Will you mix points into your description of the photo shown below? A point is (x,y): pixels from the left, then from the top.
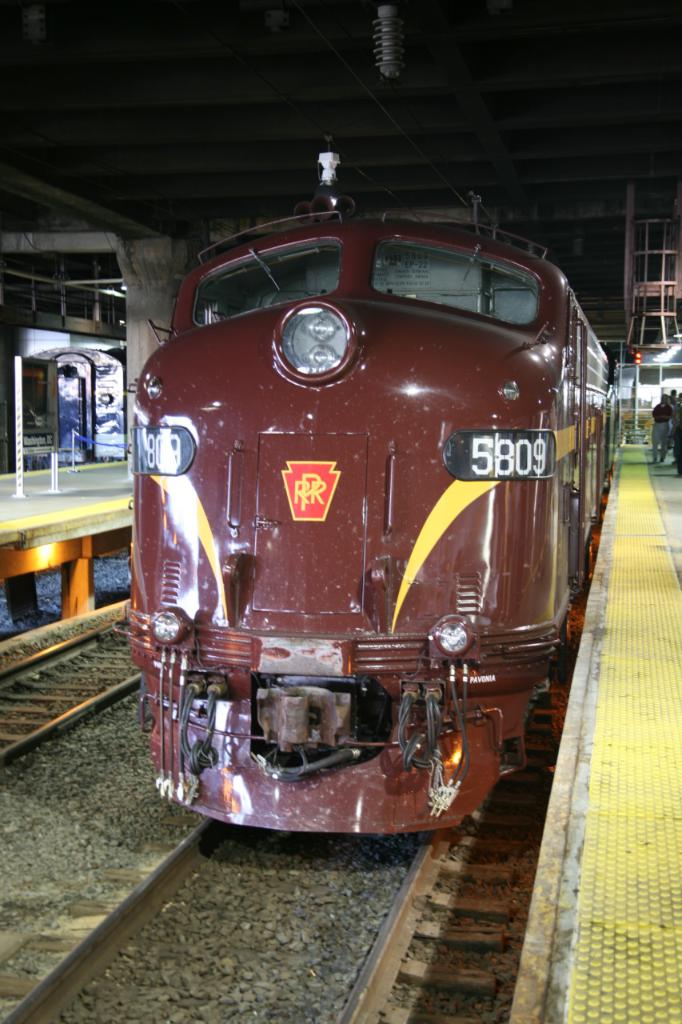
In this image in the center (398,548) there is a train (416,500) which is brown in colour with some text (492,432) written on it. On the right side (677,416) there are persons (670,422). On the left side (56,472) there are poles (20,423) and there is a railway track (88,669). In the background (242,175) there is a building (194,212).
